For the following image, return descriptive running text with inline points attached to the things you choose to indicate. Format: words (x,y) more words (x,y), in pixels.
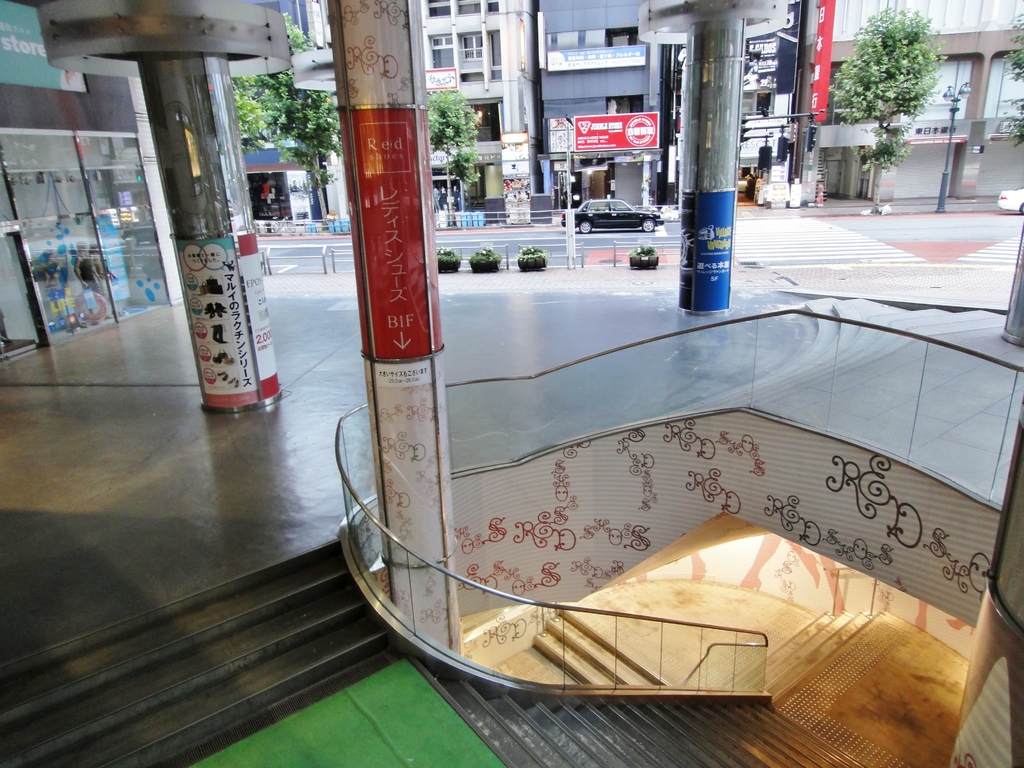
In this image there are buildings (24,211) and trees (253,145). At the bottom (596,707) there are stairs (199,719) and we can see pillars (400,438). In the center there is a car (632,217) on the road (980,223) and we can see poles (959,91).
